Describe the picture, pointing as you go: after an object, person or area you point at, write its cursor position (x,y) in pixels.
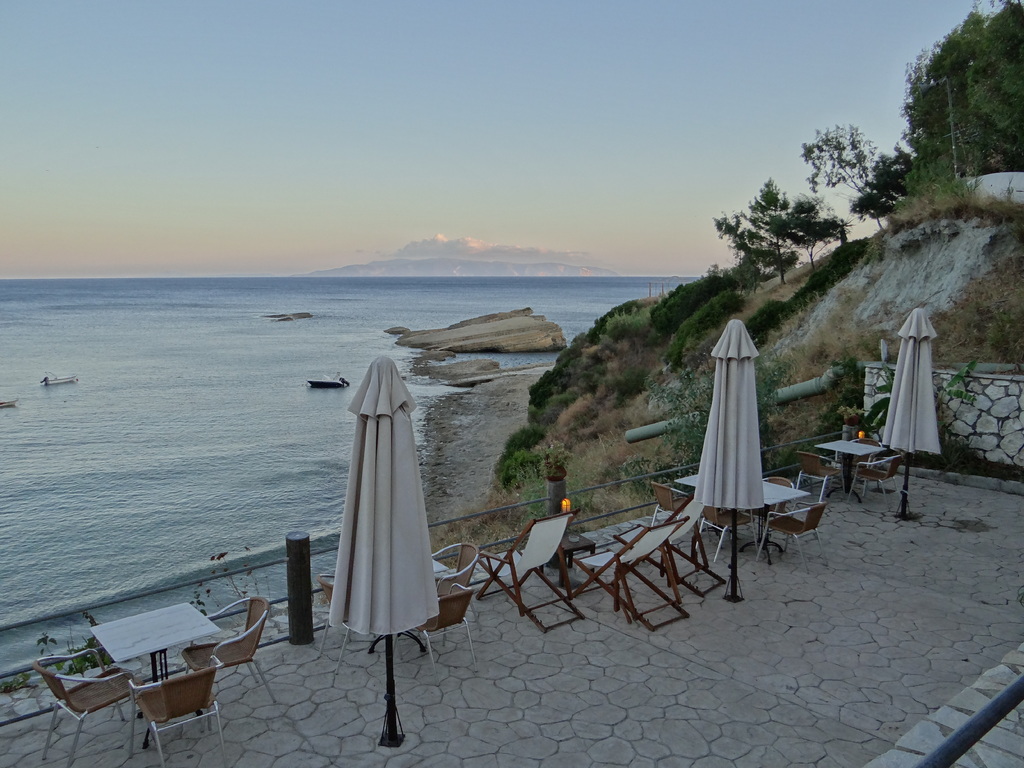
In the image there are tables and chairs (486,562) in the front (130,677) behind a hill (798,299) with trees (999,68) on it, in the back (180,371) there is ocean (270,324) and above its sky (428,230) with clouds (476,257).
